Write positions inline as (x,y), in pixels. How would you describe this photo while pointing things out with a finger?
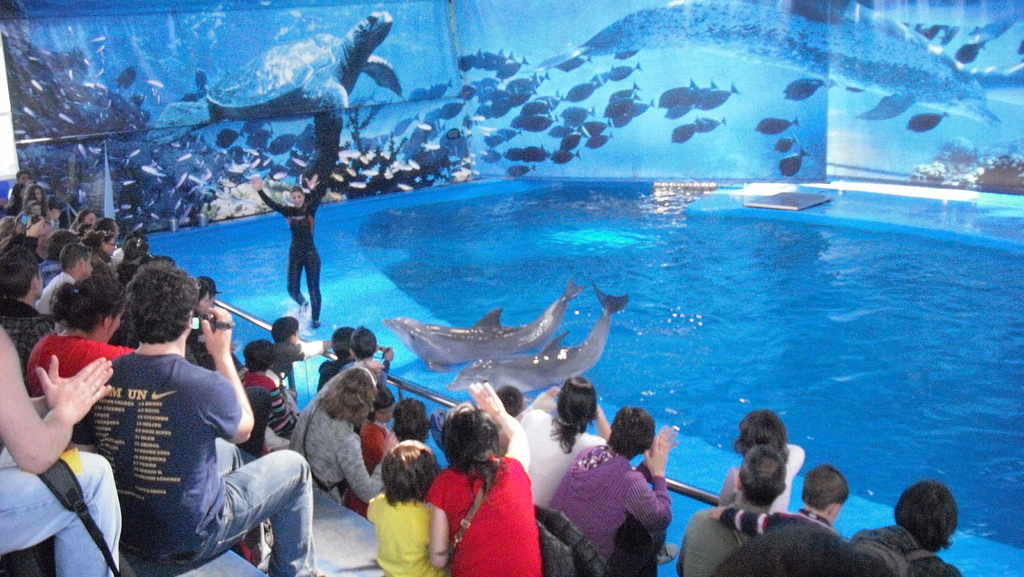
On the left side (227,472), there are persons (282,429) in different color dresses (50,345), sitting. On the left side (295,236), there are sea animals (521,336) and a woman (300,220) in a black color dress (302,255), standing near the water (1011,396). In the background (723,79), there are fishes (683,96), a big animal (716,33) and there is a tortoise (237,80).
